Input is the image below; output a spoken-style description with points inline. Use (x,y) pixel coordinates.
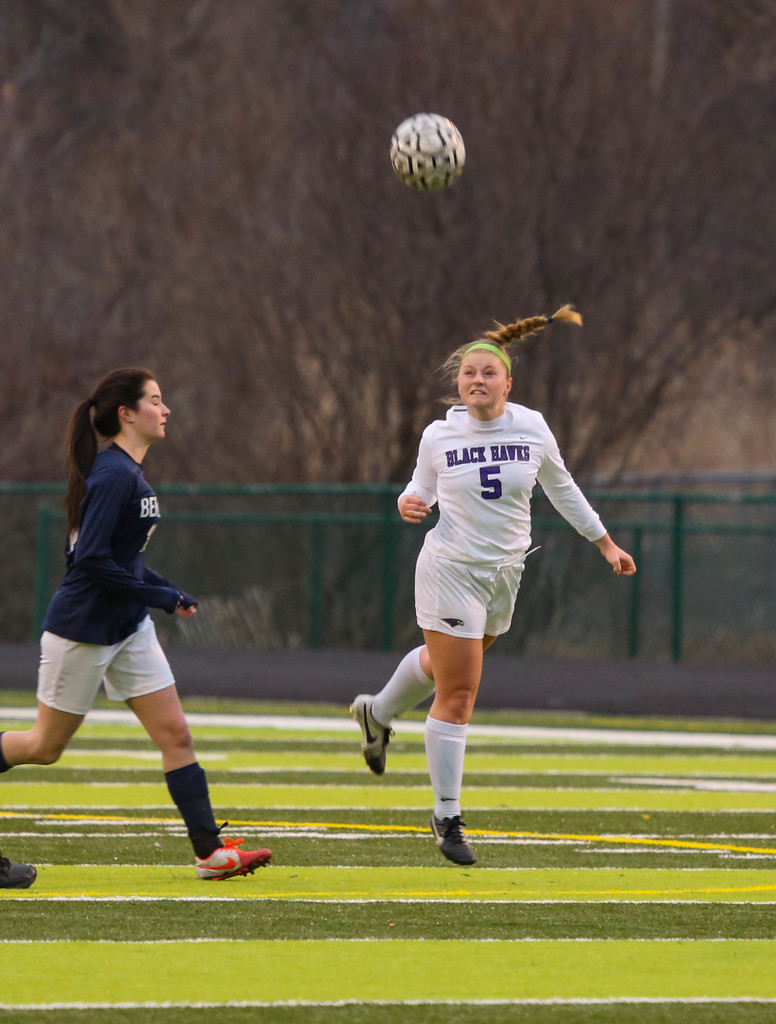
In this picture, we can see a few people (453,541) in the ground (419,967), we can see the ground (422,877) with grass (421,867), and the ball (453,133) in air, we can see fencing (543,560) and the blurred background (477,201).
